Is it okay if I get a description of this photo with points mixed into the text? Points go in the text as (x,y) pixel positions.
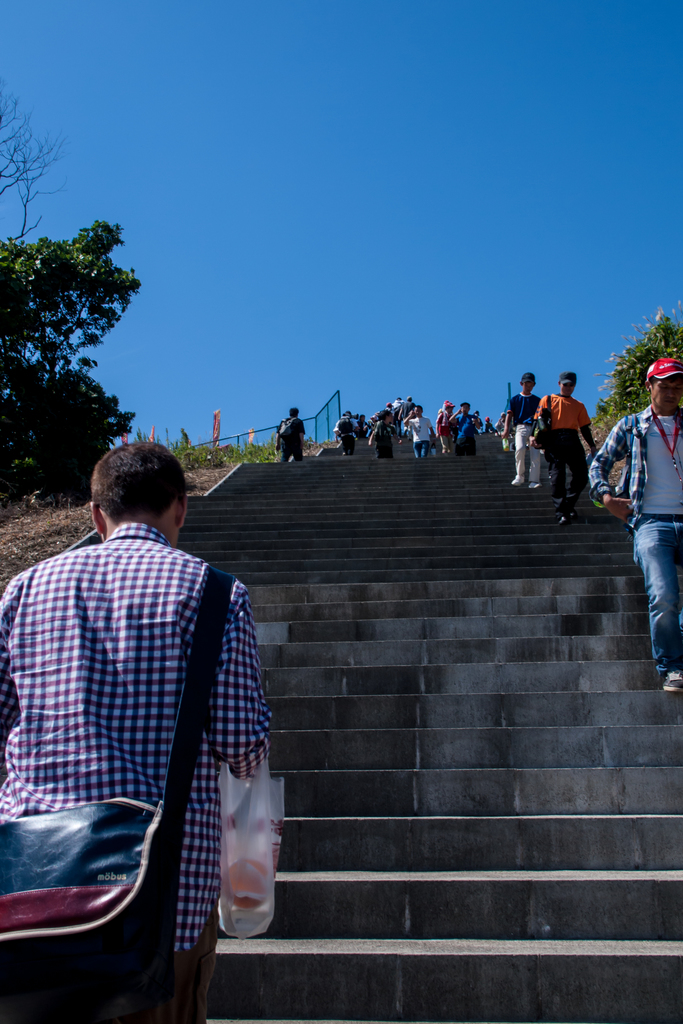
In the image there are many steps (430,589) and few people (502,421) were getting down the steps (624,763) and some people (216,865) are getting up the stairs (315,475), around the stairs (424,503) there are few trees (641,345).
